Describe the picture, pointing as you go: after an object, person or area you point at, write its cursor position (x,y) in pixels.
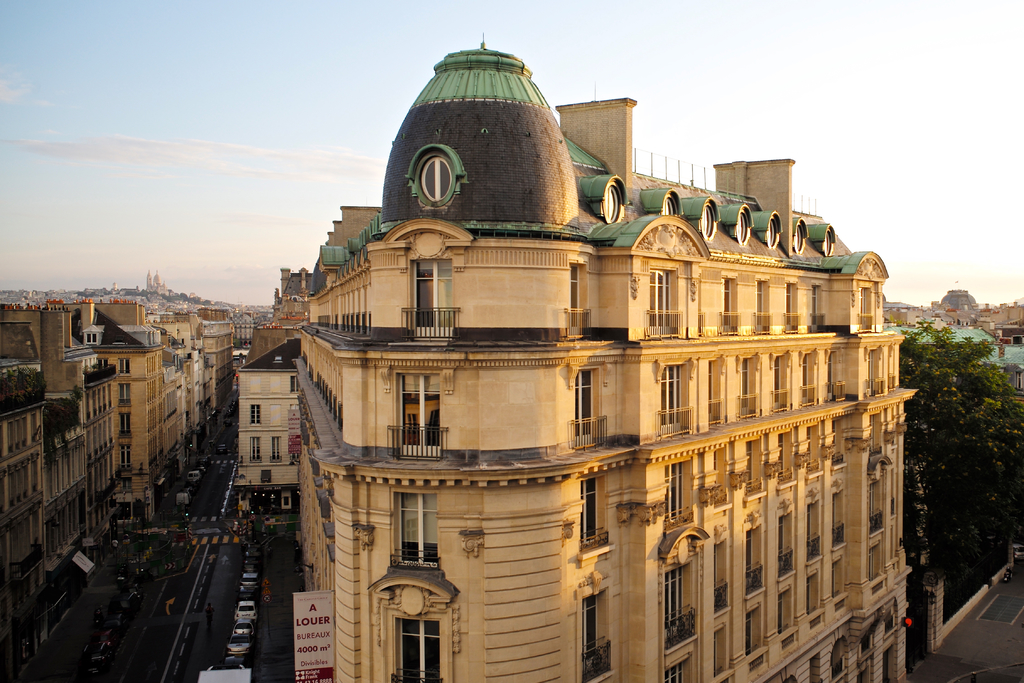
In this image we can see buildings (376,520), railings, name board (316,619), road (183,654), vehicles (101,608), person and other objects (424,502). On the left side of the image (131,317) there are buildings (126,305) and other objects (121,299). On the right side of the image (979,452) there are buildings (968,334), trees (973,516), road (1019,621) and other objects (967,605). At the top of the image (602,39) there is the sky (639,117).
